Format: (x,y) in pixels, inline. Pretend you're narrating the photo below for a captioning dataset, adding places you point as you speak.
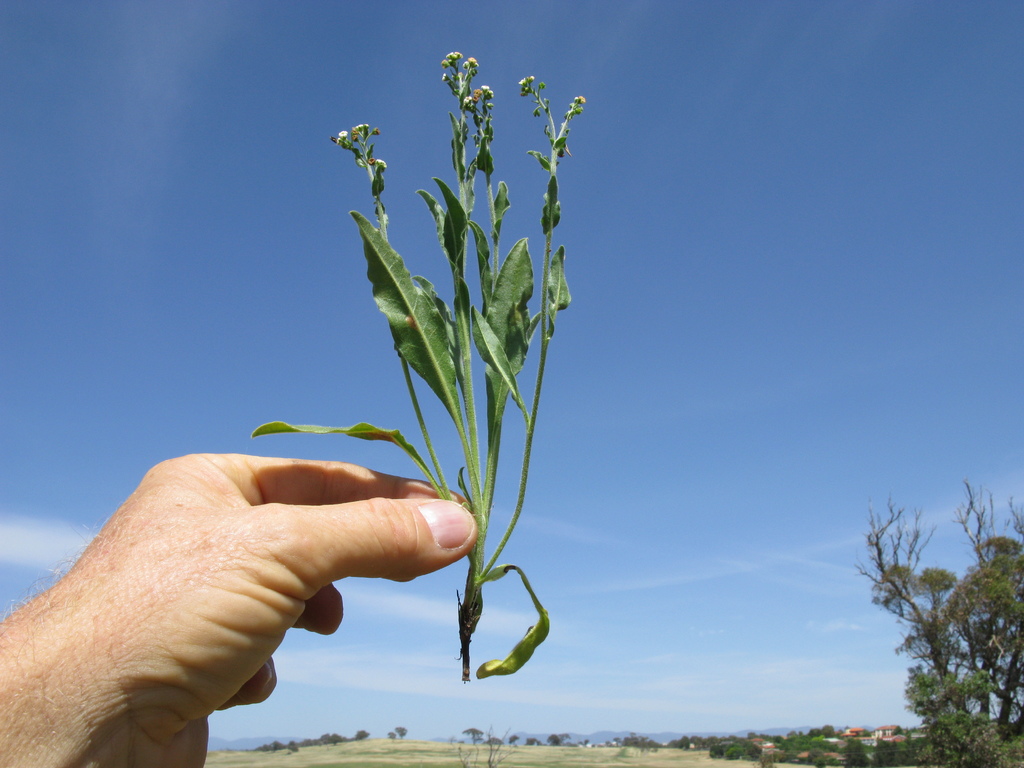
In the bottom left corner of the image (112,636) there is a hand (203,553) of a person (203,553) holding a stem (461,608) with leaves (495,447). In the bottom right corner of the image (977,729) there is a tree (970,691). At the bottom of the image (607,741) there is ground (549,755) and also there are trees (744,755). And in the background (779,439) there is sky (757,557).
